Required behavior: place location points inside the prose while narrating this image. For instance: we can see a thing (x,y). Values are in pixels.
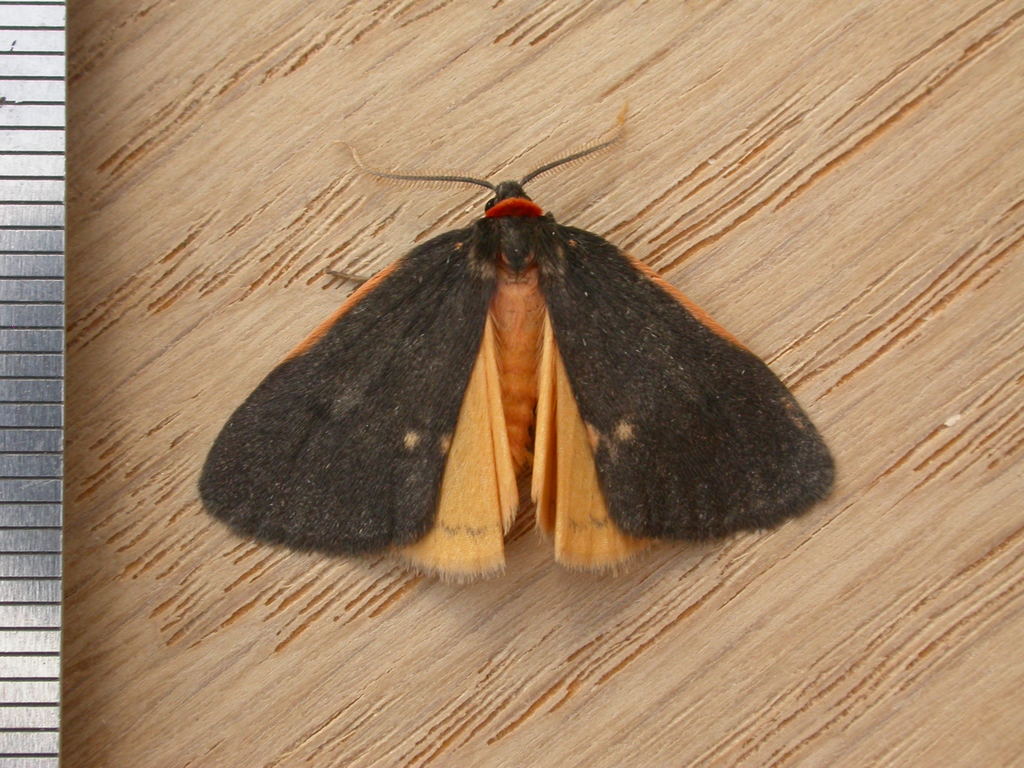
In this image I can see the moth (448,395) which is in black and brown color. It is on the brown color surface (683,754).
